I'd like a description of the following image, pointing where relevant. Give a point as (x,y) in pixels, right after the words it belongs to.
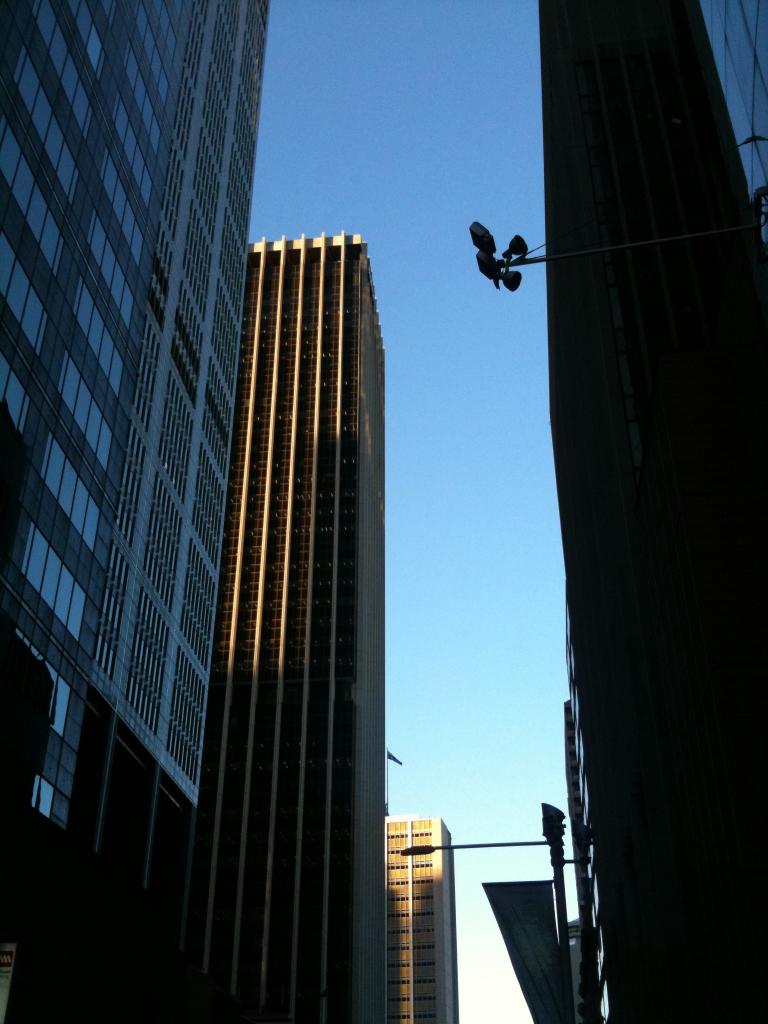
In this image, we can see buildings (315,660), lights (506,250) and there is a pole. At the top (355,128), there is sky (373,215).
